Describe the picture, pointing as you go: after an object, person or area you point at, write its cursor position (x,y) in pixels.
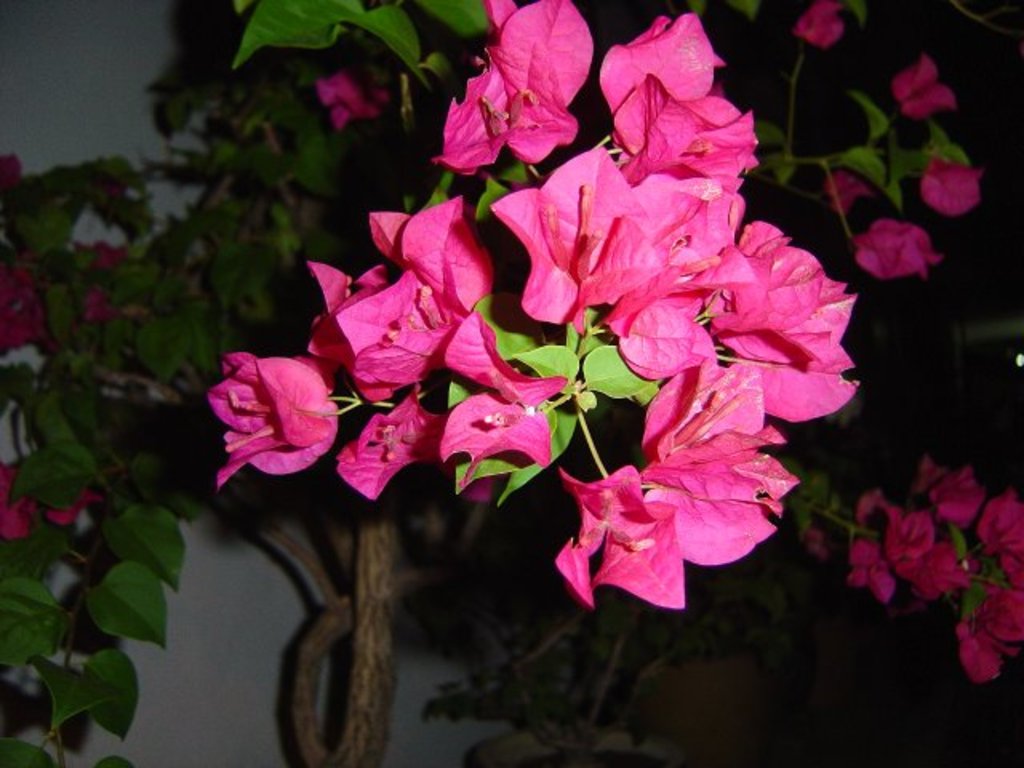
In this image, we can see flowers (657,377), leaves (609,388) and stems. Background (223,660) we can see plants (314,568), wall (275,575) and dark view (554,578).
